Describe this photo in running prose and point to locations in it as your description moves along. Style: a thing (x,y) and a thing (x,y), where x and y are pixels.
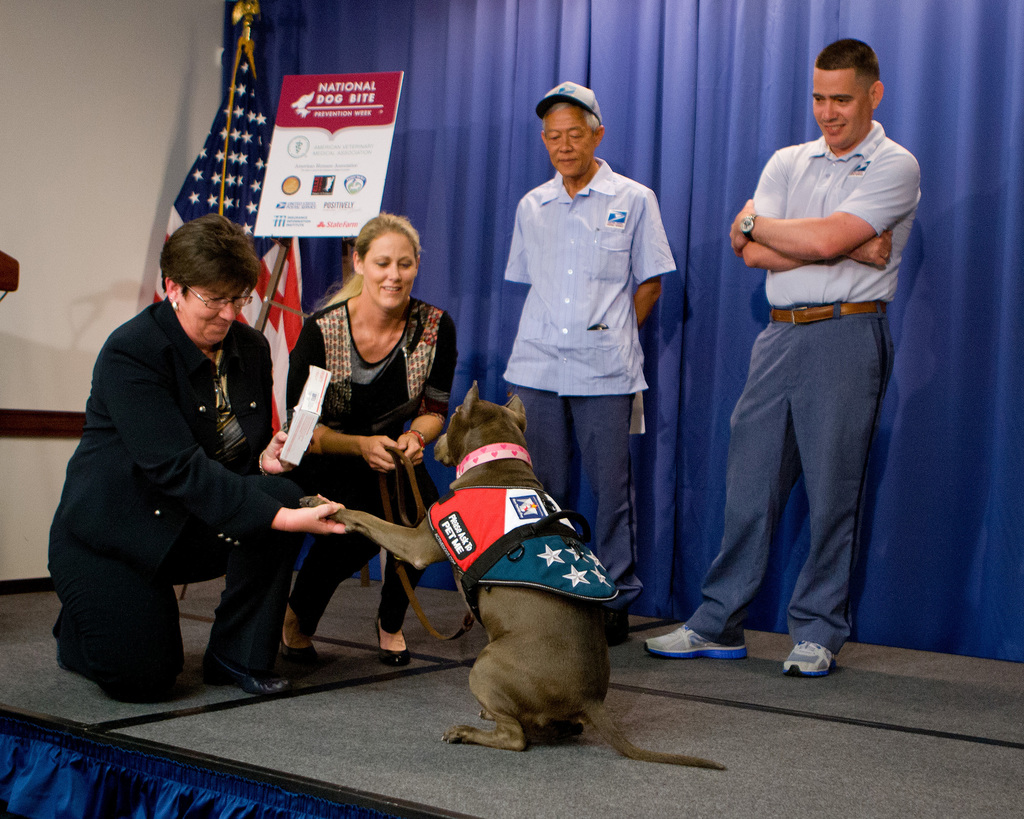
In this image i can see a dog (470,497), two women (365,374), two man (528,312) on a floor (790,704) at the background (727,115) i can see a curtain (491,82), a board (301,114) and a flag (245,145), and a wall (98,125).
